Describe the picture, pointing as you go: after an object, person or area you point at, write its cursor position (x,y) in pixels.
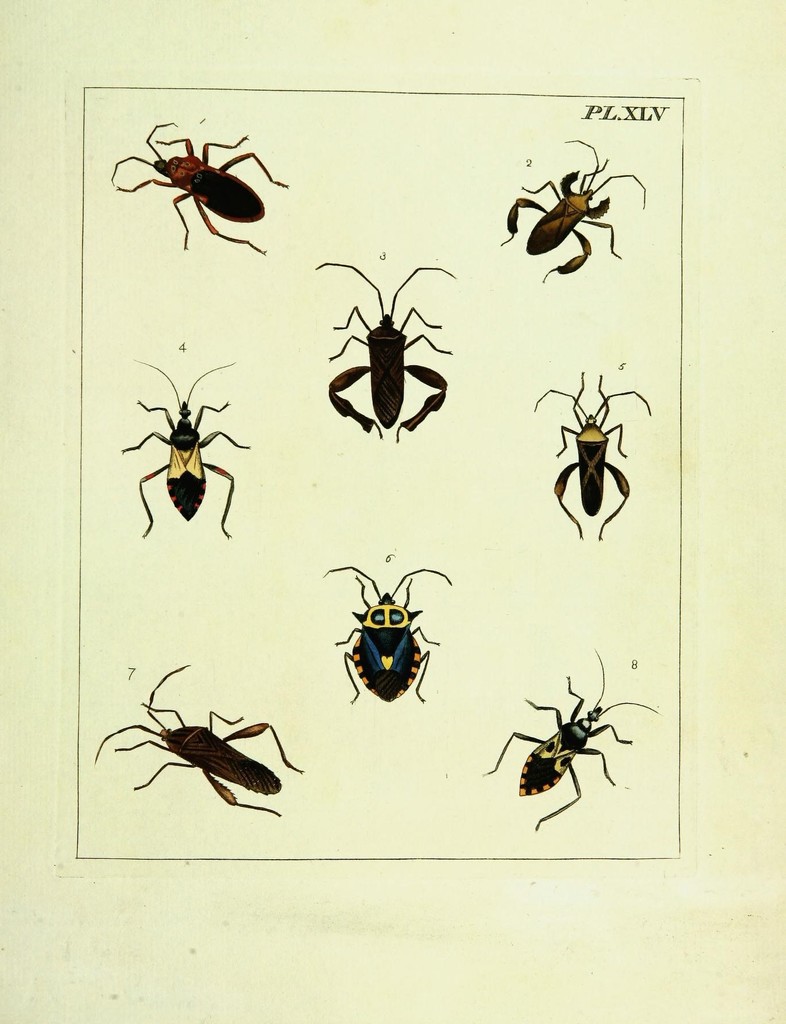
In this picture, we see different types of insects (444,270) are drawn on the paper (303,353). This paper (209,427) is in white color.
